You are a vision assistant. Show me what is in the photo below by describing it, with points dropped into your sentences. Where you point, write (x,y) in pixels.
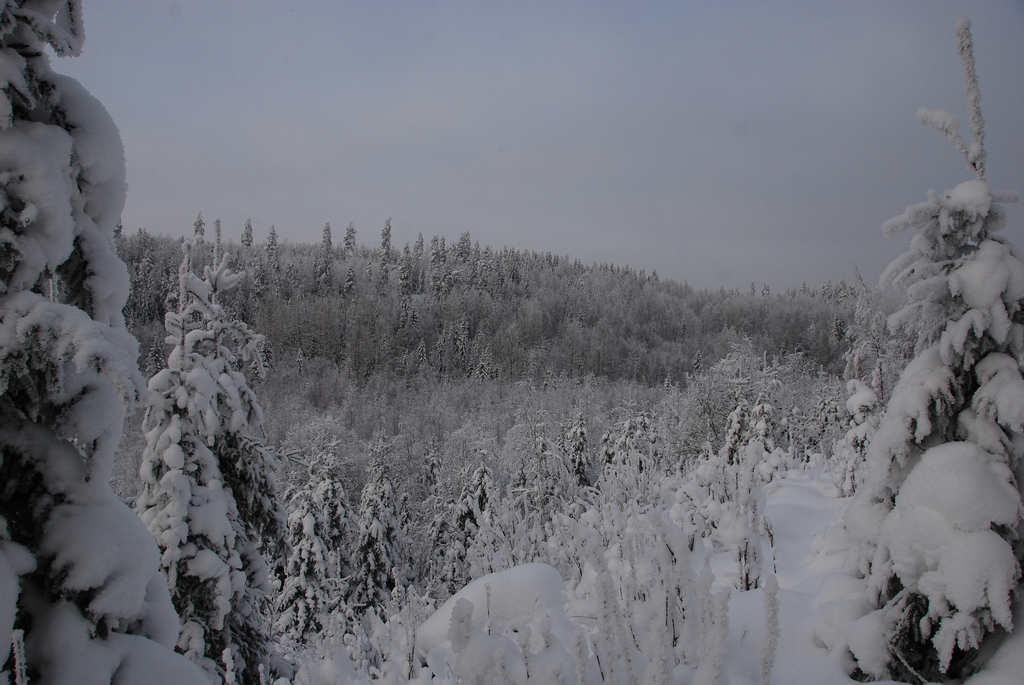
This picture is clicked outside the city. In the foreground (811,446) we can see there is a lot of snow (134,402) on the trees (998,294). In the background (790,238) there is a sky (132,55) and the trees (406,362).
